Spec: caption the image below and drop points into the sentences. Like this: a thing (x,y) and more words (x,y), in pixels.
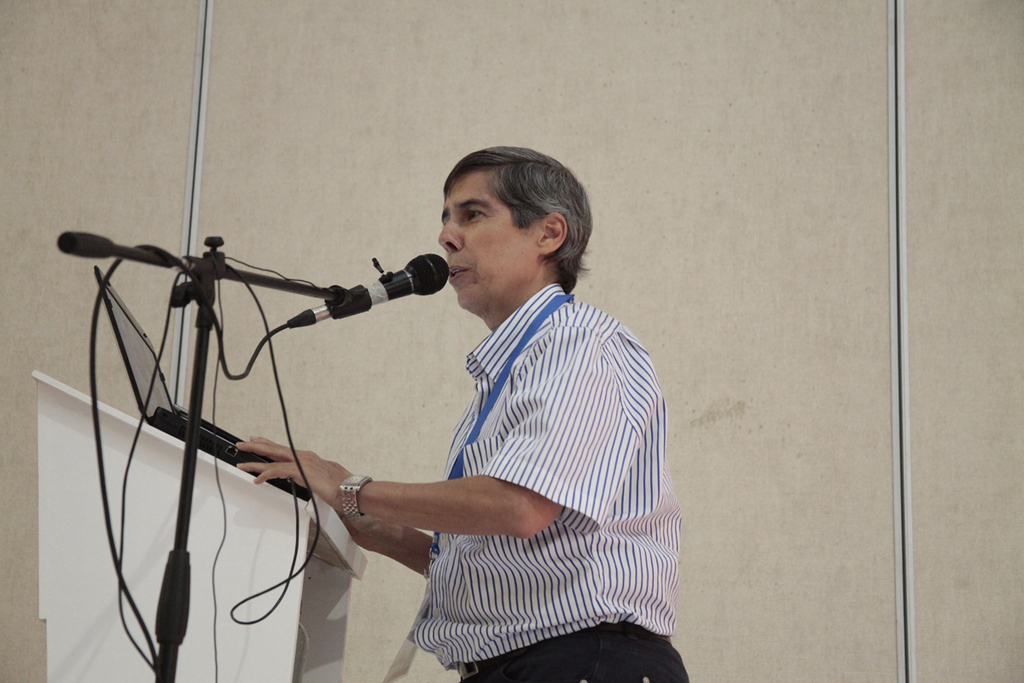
In this image we can see a person (506,345) standing near the podium (196,612), there is a mic (404,273) to the stand (192,412) beside the podium (175,474) and a laptop (207,435) on the podium (312,509) and a wall (319,329) in the background (664,166).
